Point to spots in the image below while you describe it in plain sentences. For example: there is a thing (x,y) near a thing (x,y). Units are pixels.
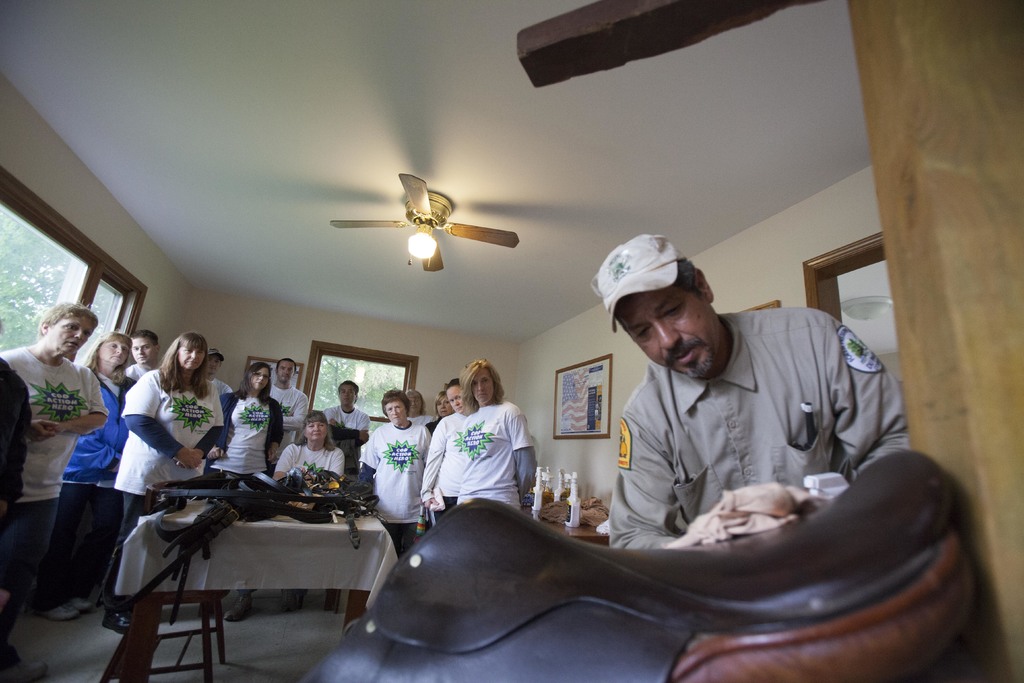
In this image we can see a group of people (335,409) in the room (338,314). In front of them there is a table (302,547). On top of roof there is a fan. At the background (522,355) there is a wall (522,361) frame (578,376) is attached to it.
